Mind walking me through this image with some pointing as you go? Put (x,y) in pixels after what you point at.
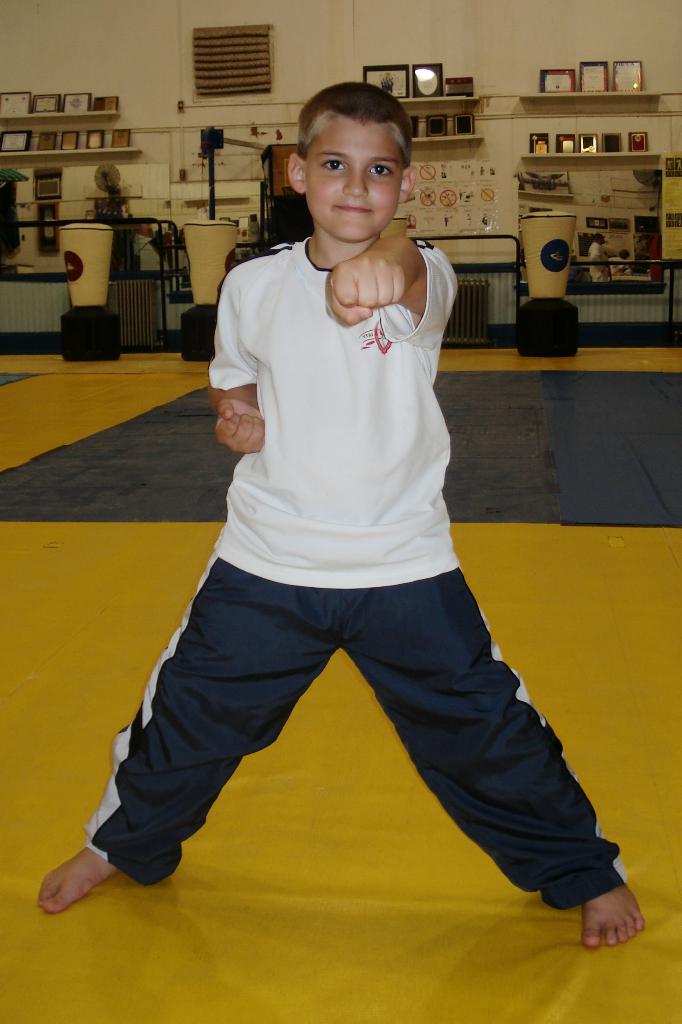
In this picture there is a boy (318,441) who is wearing t-shirt (331,393) and trouser (310,636). He is standing on the yellow carpet (342,673). In the back (106,325) I can see the punching bags (116,326), shelves (552,97) and other objects (615,258). On the shelves (611,97) I can see the photo frames (633,146).
